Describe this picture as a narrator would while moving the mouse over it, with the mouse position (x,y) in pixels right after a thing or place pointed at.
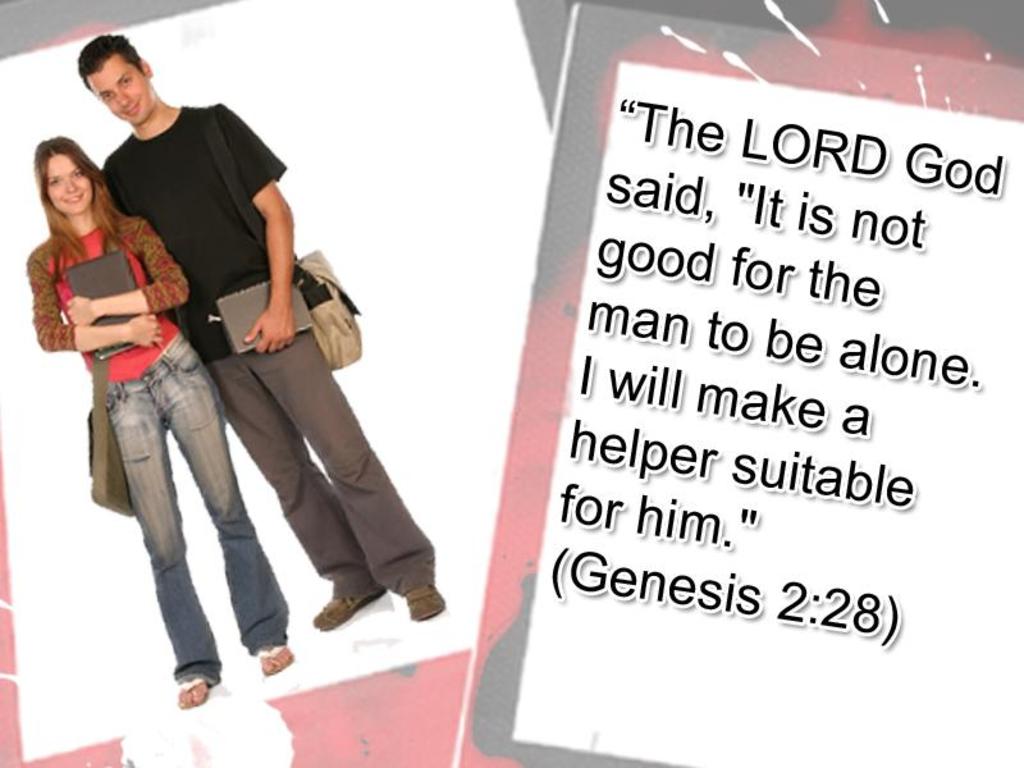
In this image there are two people (238,386) wearing the bags (319,318) and they are holding some objects (257,300). Beside them there is some text (792,586).
